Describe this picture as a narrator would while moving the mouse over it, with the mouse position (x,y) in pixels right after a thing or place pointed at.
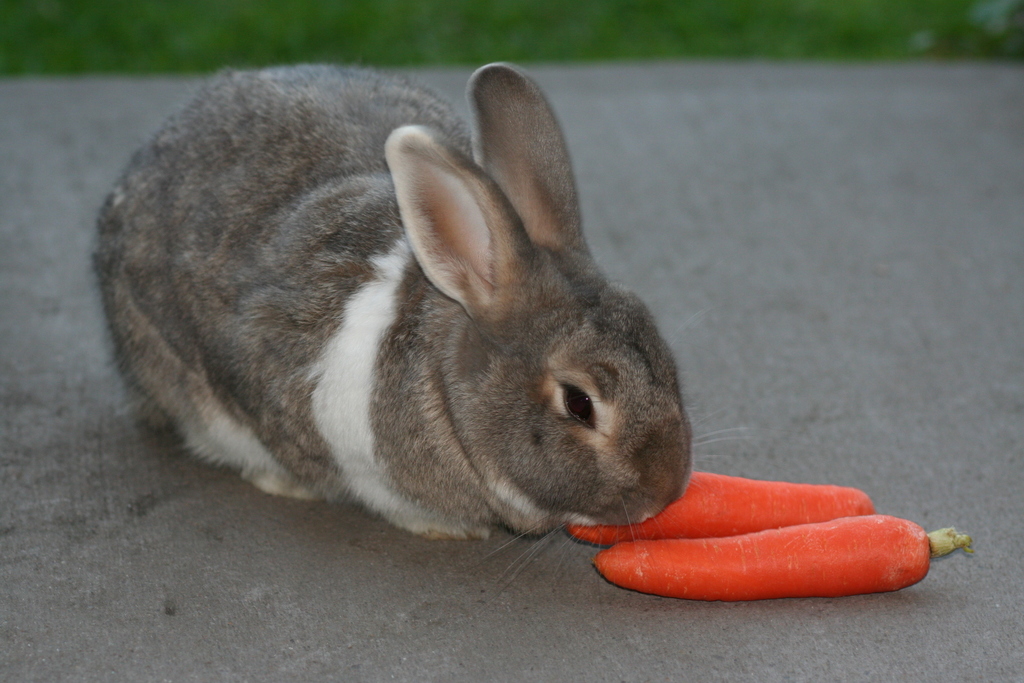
In this picture there is a rabbit (333,262) in the center of the image (616,325) and there are two carrots (763,517) in front of it, there is grassland (644,46) at the top side of the image (573,36).
